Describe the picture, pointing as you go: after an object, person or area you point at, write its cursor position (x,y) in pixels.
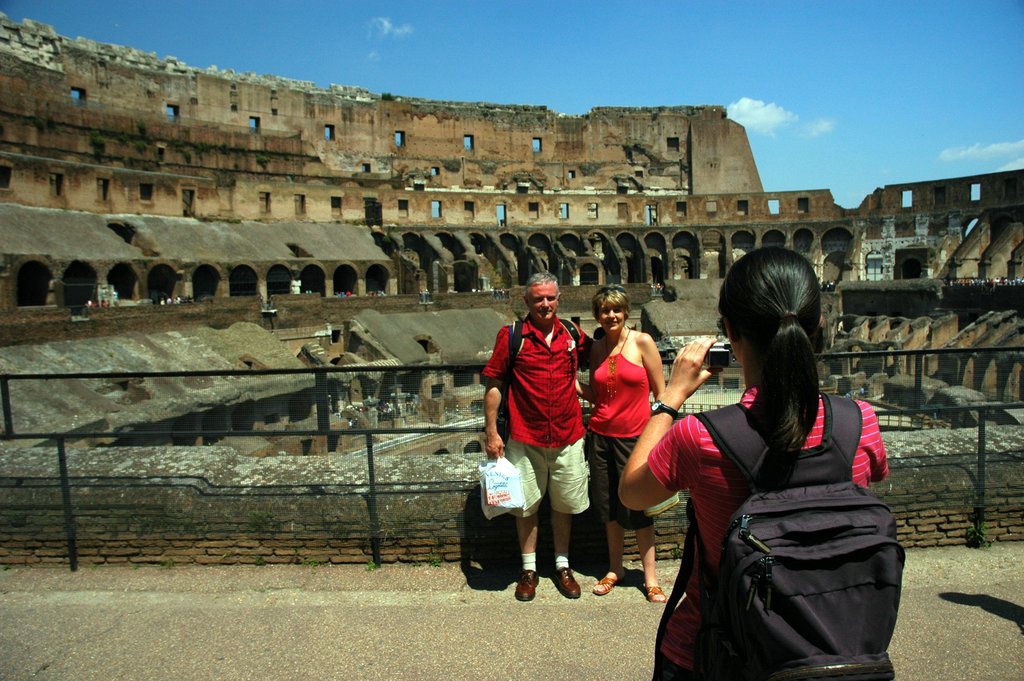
In this picture there are two people (526,469) and a girl (641,459) is clicking an image of them. In the background (126,200) there is a historical monument (723,230).
